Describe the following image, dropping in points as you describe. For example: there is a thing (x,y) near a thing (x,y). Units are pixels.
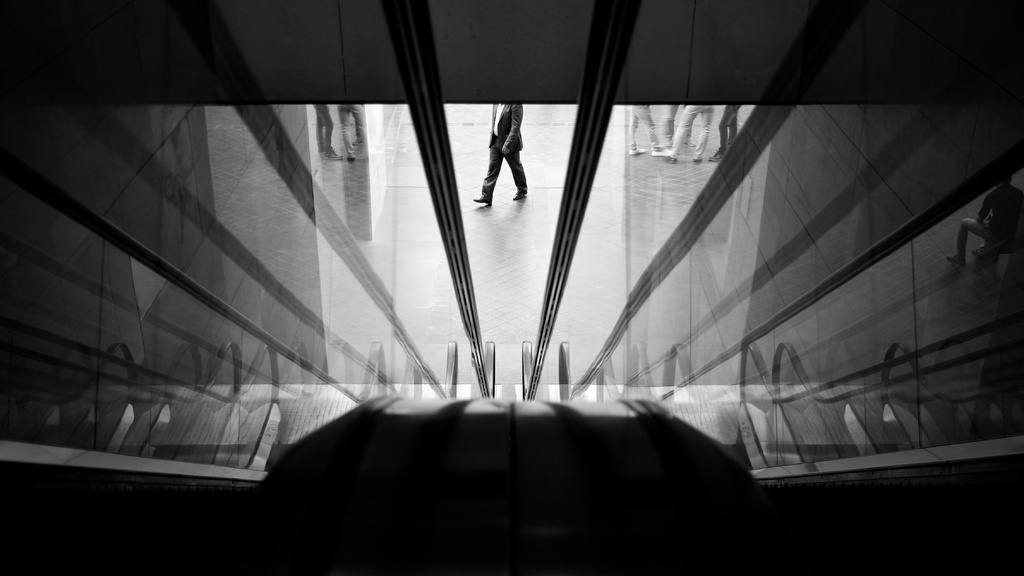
In this image I can see glass wall (424,341), through the wall (876,442) I can see a person (506,119) walking in the center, wearing a suit (503,135). Other people (690,140) are standing on the right (703,151).
